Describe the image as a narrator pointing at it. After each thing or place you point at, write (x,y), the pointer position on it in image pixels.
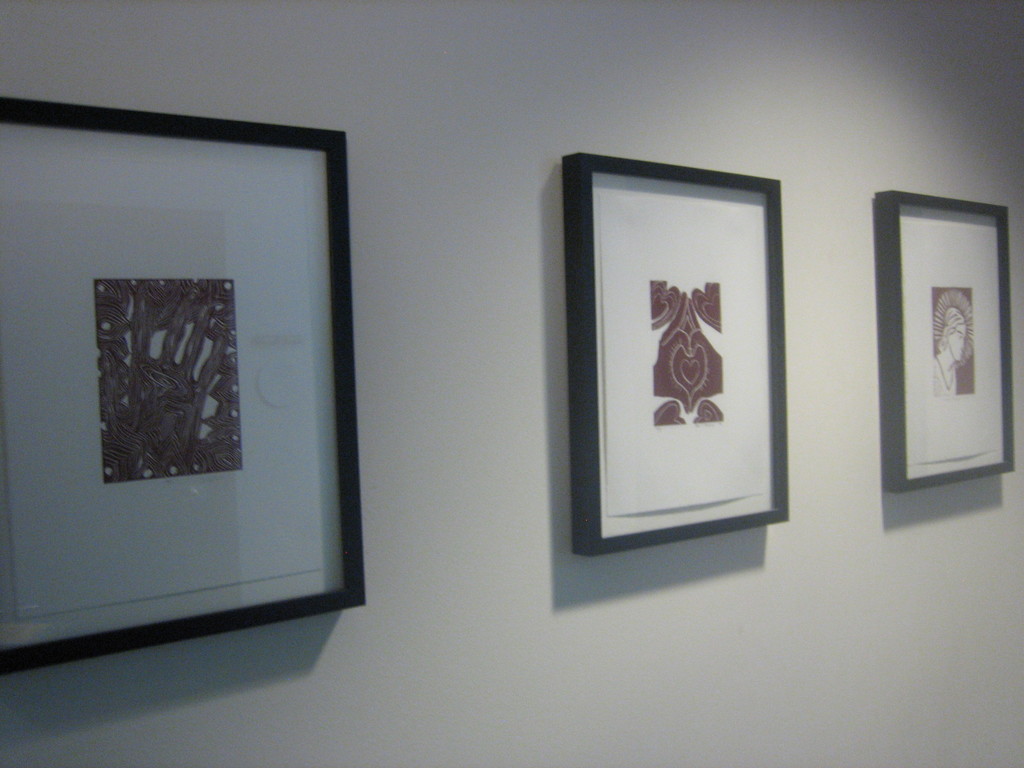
The picture consists of frames (50,209) attached to the wall (648,154). The wall (497,242) is painted white.
